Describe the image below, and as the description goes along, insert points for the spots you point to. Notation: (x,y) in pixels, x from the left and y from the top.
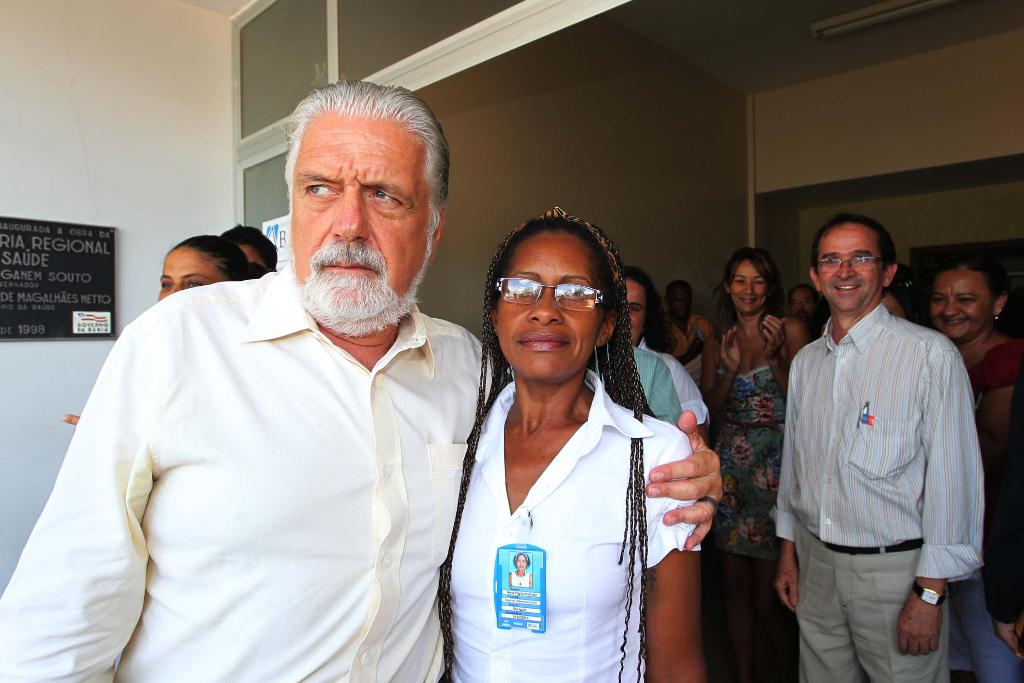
As we can see in the image there is a white color wall (152,118), marble board (74,261) and few people (555,377). The two persons (443,459) standing in the front (647,436) are wearing white color dresses (489,608).
